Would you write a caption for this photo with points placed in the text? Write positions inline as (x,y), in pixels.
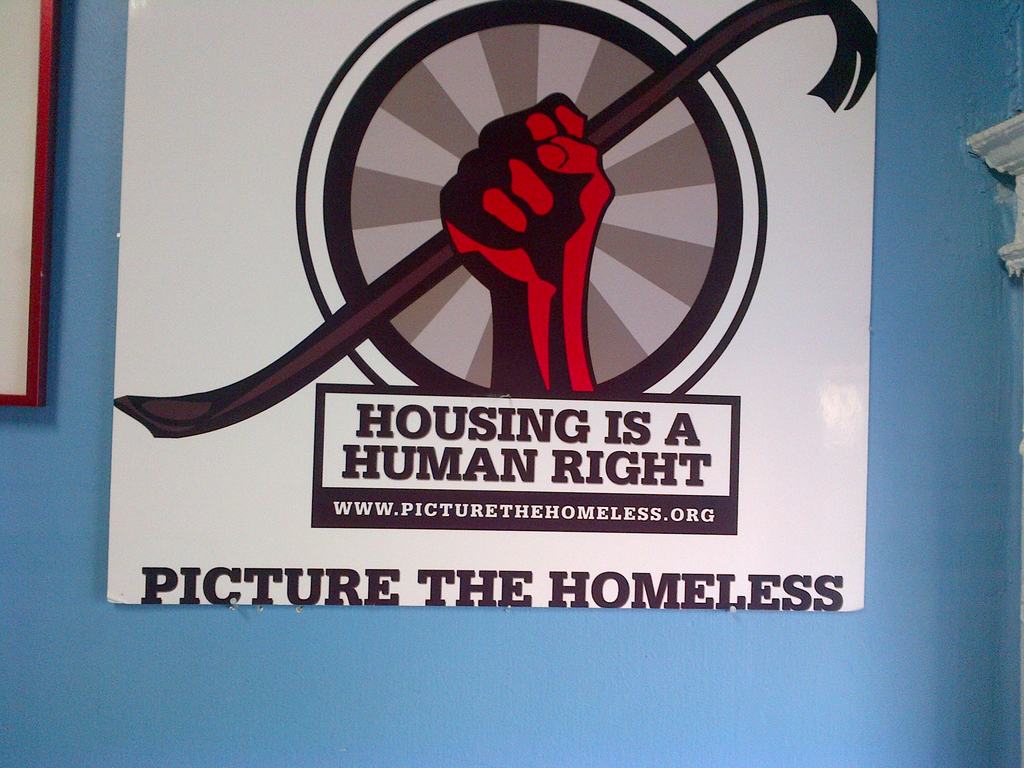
In this image I can see a poster (509,434) attached to a blue color wall (80,324). On the poster (579,315) I can see a hand (526,386), logo (498,353) and something written on it.
